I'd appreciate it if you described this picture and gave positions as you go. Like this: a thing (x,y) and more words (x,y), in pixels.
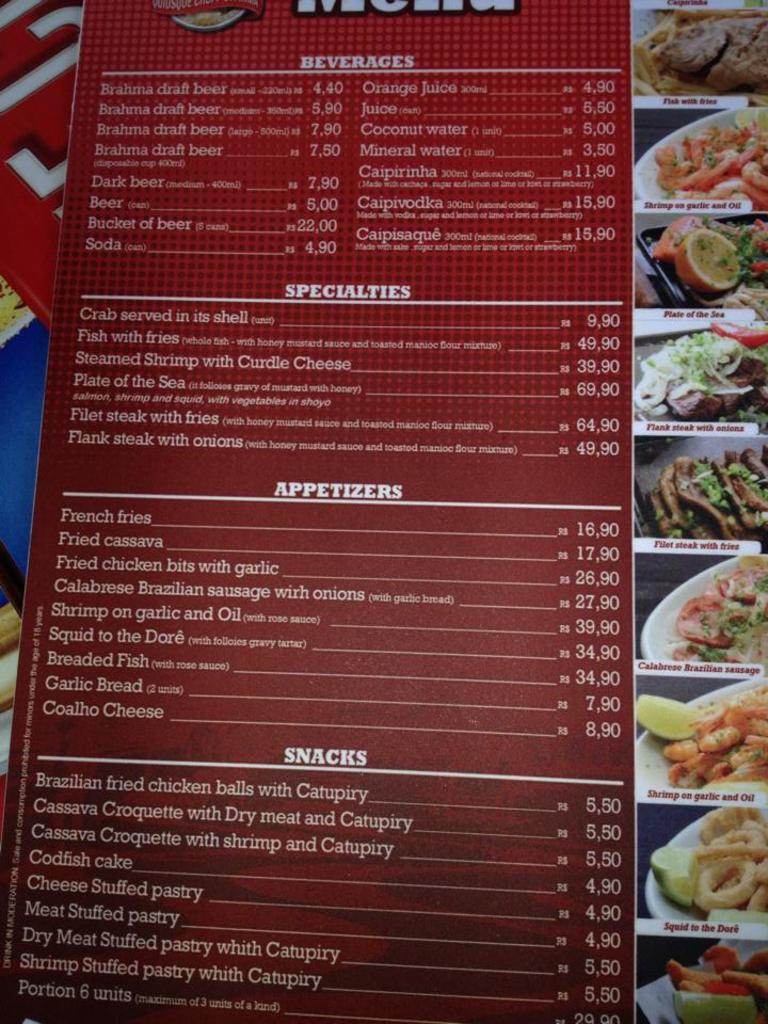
Here we can see a menu card (260,277) with different food items (737,389) and its prices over here.
